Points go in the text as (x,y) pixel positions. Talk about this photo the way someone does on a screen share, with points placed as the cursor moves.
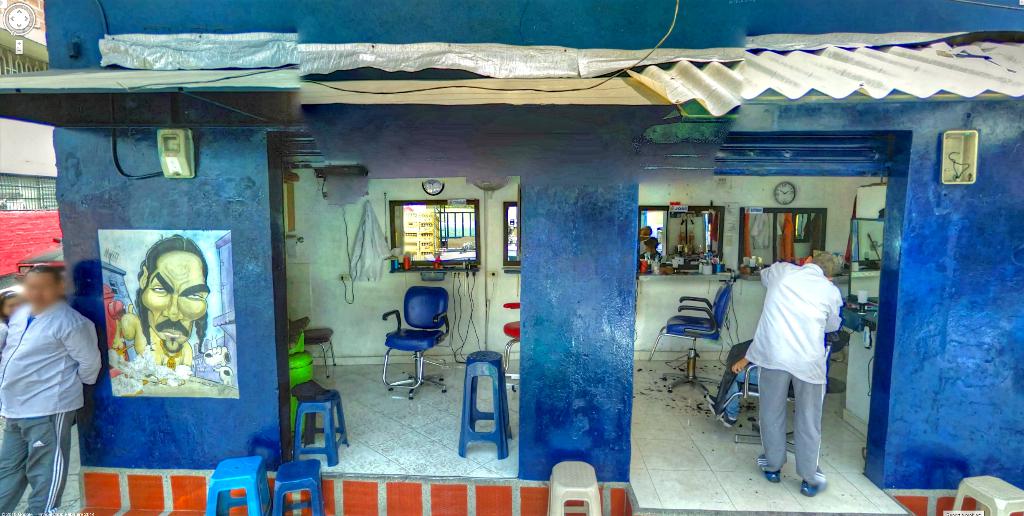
In this image, we can see a saloon (841,195) contains some mirrors (710,217), chairs (440,320) and stools (324,405). There is a person (762,332) in the bottom right of the image (781,358) standing and wearing clothes (808,423). There is an another person (62,376) in the bottom left of the image (54,371). There are stools (292,483) at the bottom of the image (570,490).
